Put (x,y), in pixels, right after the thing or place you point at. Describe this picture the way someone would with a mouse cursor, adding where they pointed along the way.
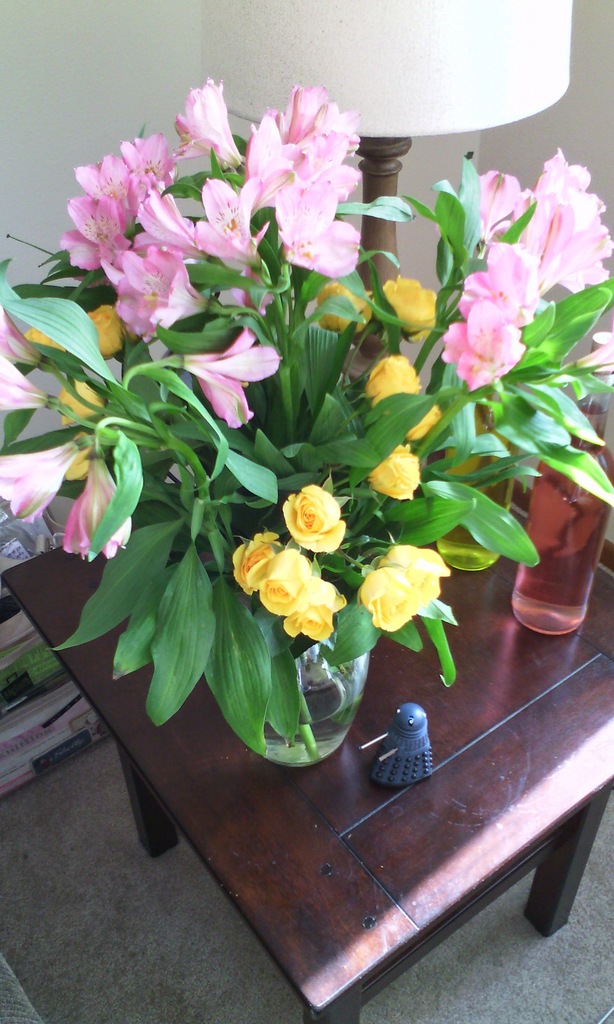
In this image I can see a plant (588,431) and a bottle (526,594) on this table (534,688). I can also see a lamp (292,55).
